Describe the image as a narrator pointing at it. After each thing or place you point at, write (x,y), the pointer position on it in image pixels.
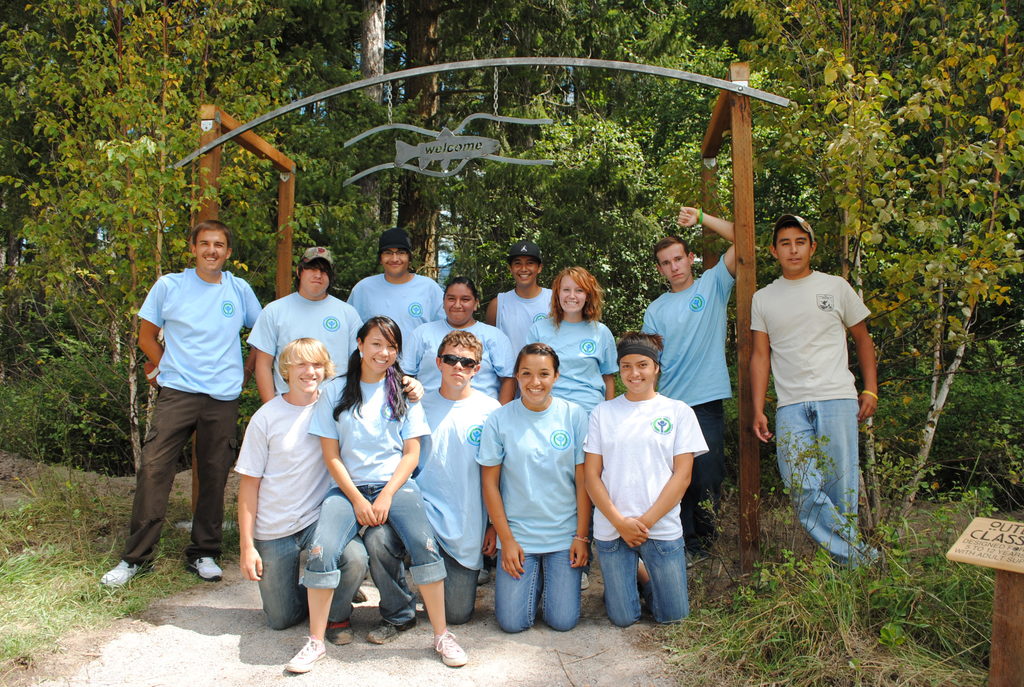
In this picture I can see the arch construction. I can see trees (579,137). I can see green grass (100,546). I can see a number of people (425,497) with a smile on the surface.
